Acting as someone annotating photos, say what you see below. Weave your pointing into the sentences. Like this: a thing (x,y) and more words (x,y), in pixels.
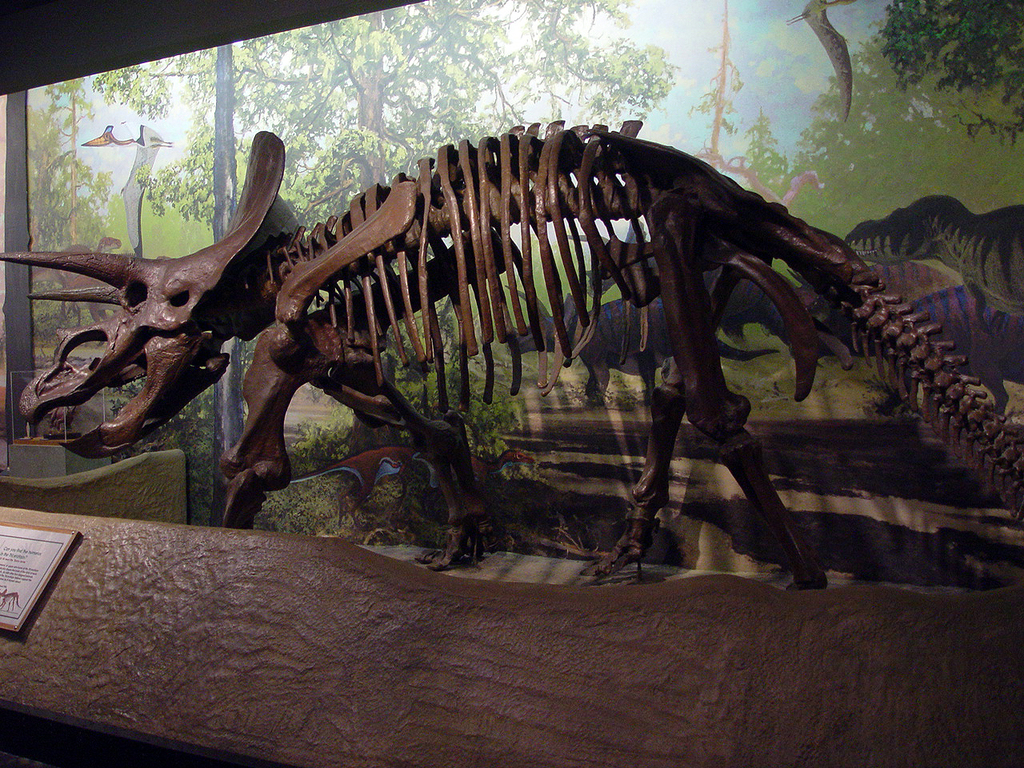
In this picture there is a skeleton of a dinosaur (365,255) in the center of the image (600,345) and there is a poster (610,38) in the background area of the image (533,107).
